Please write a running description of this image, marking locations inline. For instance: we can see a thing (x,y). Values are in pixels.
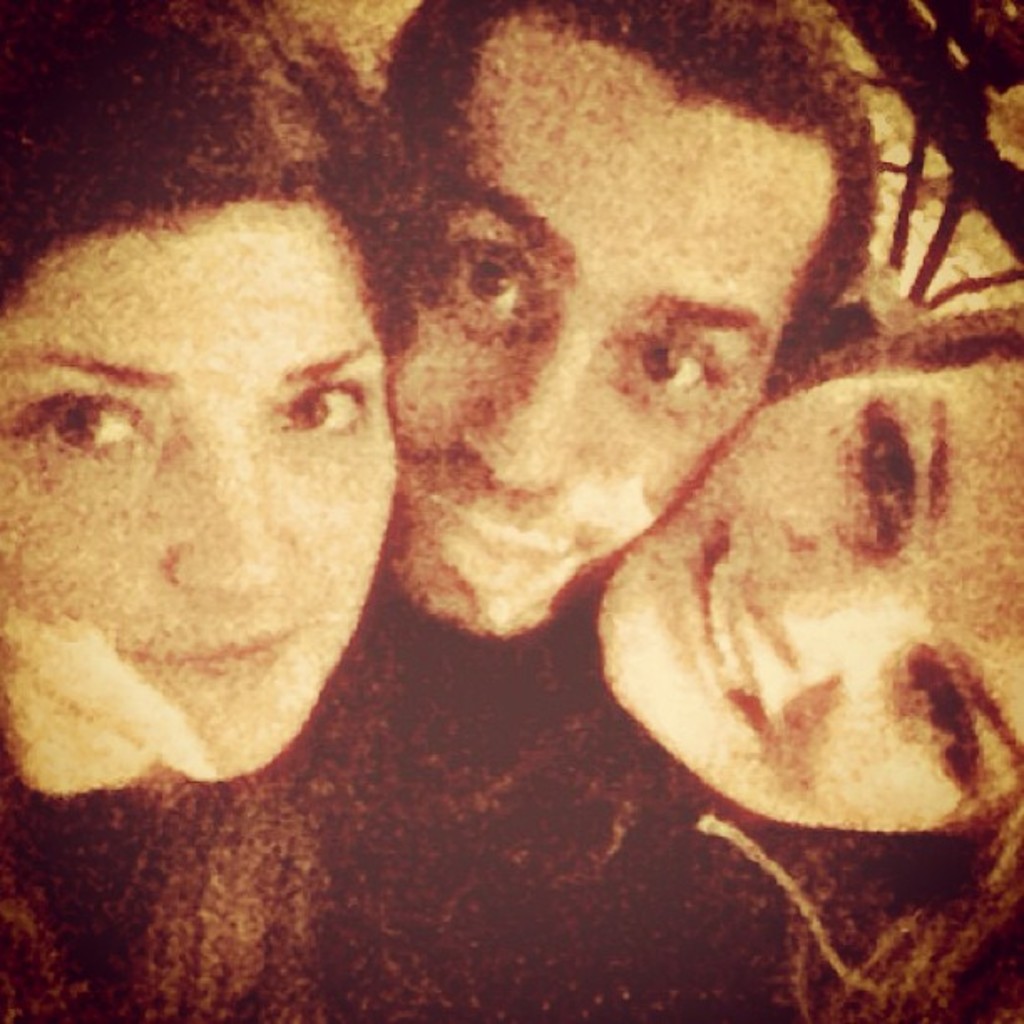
In this image I can see three people (435,573). To the side I can see the railing (945,230). And this is a edited image.
